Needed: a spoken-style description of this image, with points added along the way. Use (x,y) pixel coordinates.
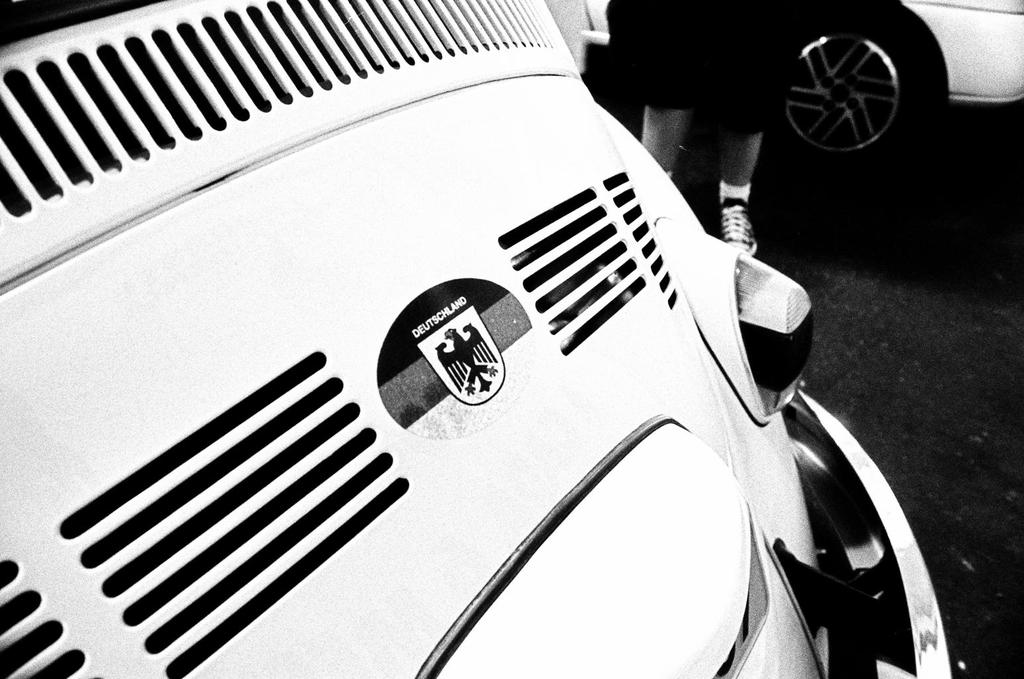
This is a black and white image. In this image, we can see the back side of the car (711,459). On the right side (719,223), we can see the legs (648,126) of a person (676,159) which are covered with shoes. On the right side (811,36), we can also see another car (979,8) which is placed on the road (1022,373).
